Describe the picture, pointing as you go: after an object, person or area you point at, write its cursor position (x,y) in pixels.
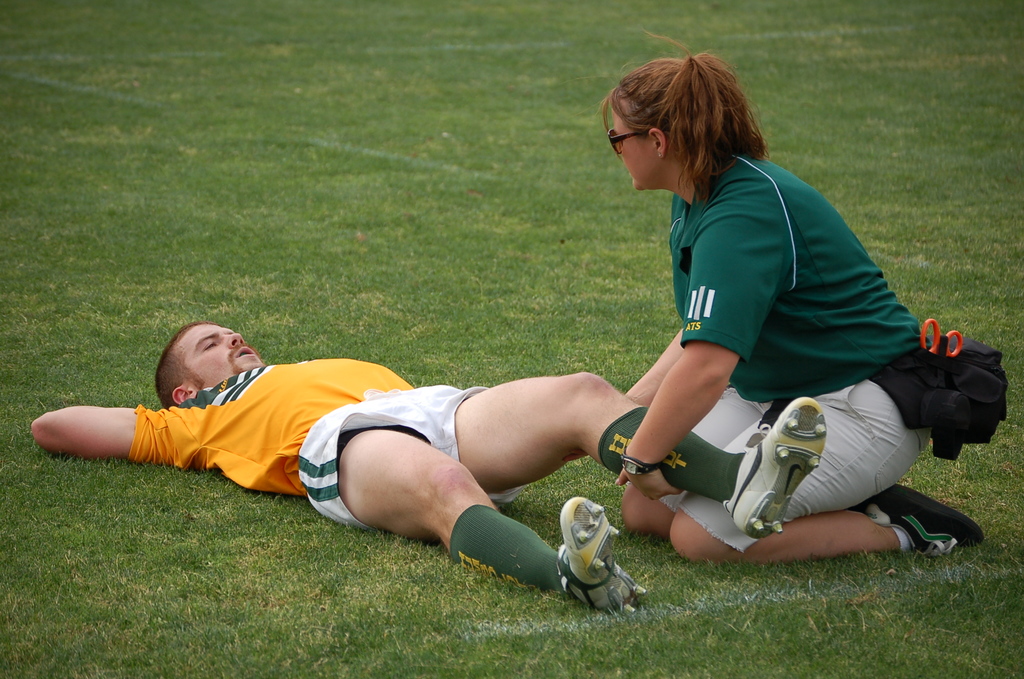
In this image we can see two persons (590,400) on the ground (438,362), among them one is lying on the ground (452,105) and the other one is sitting and holding a person (302,403).
